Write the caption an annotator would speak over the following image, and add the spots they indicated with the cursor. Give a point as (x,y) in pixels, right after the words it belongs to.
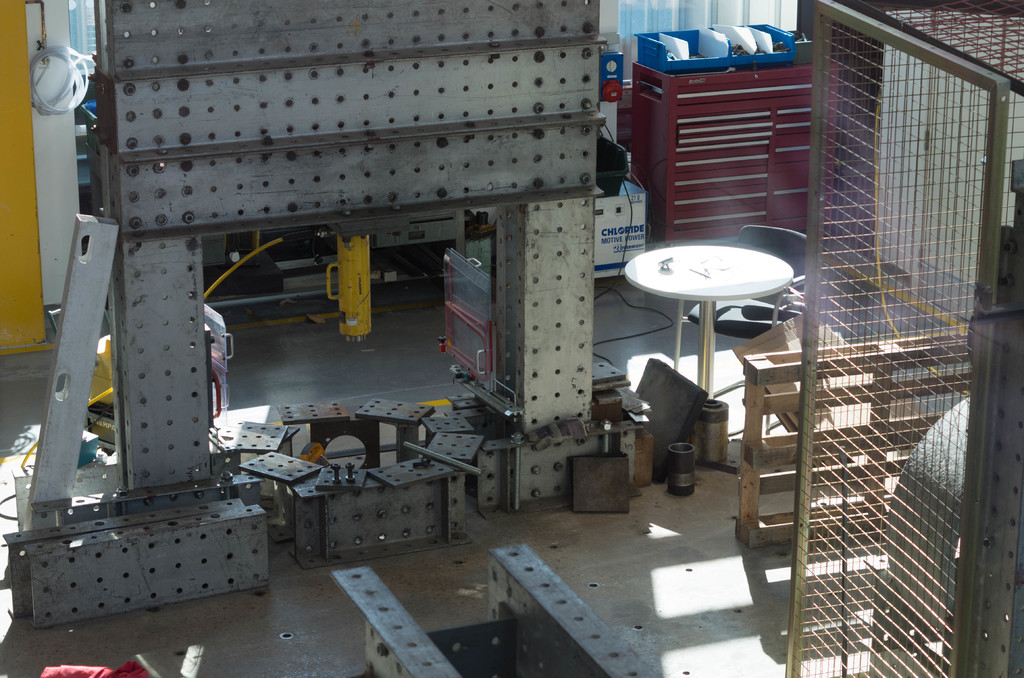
In this picture I can observe some metal plates (372,404) with holes (265,437) in the middle of the picture (444,442). On the right side (684,271) there is a table (670,273) and I can observe black color chair (728,326) beside the table (731,271). There is a fence (898,296) on the right side (899,304). In the background (672,143) I can observe a red color desk (674,160).
